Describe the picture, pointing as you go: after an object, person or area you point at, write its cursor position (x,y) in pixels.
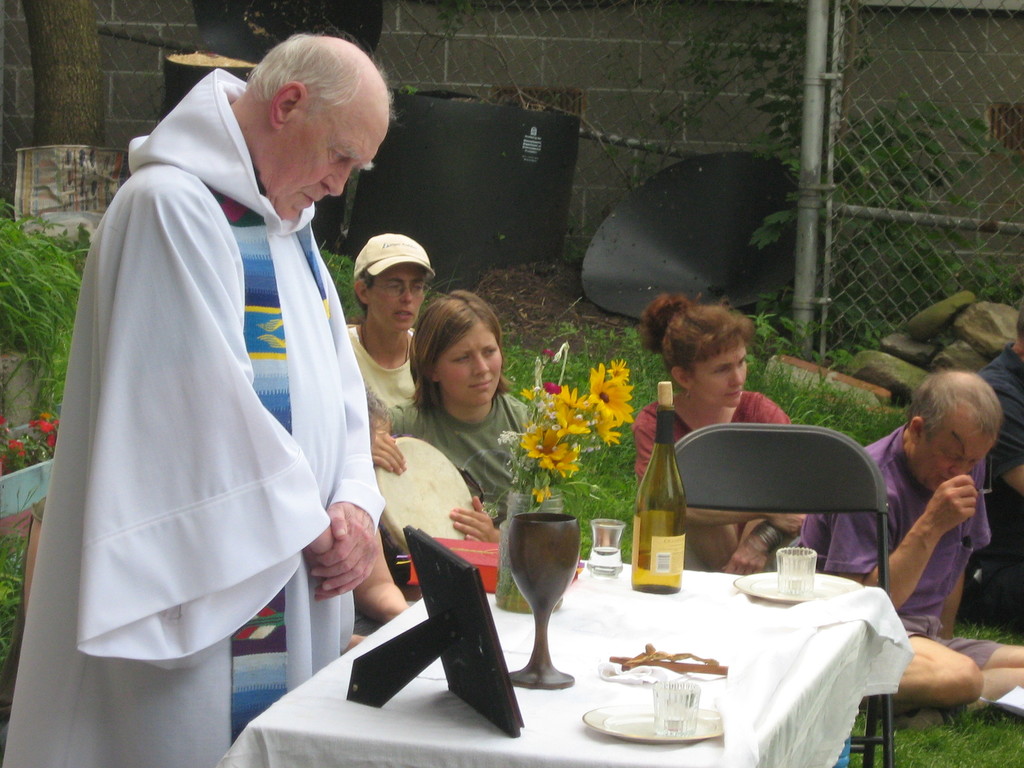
The image is inside the garden (602,474). In the image there are group of people (392,381) sitting, on left side (266,157) we can see a man (116,600) wearing a white color dress (166,409) is standing in front of a table (736,688). On table (714,675) we can see bottle (672,500), glass (783,584), plate (770,594), cloth (725,682) and a photo frame (475,627) in background (808,107) we can see a net fence (990,216), plants (31,270) at bottom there is a grass (592,489).
